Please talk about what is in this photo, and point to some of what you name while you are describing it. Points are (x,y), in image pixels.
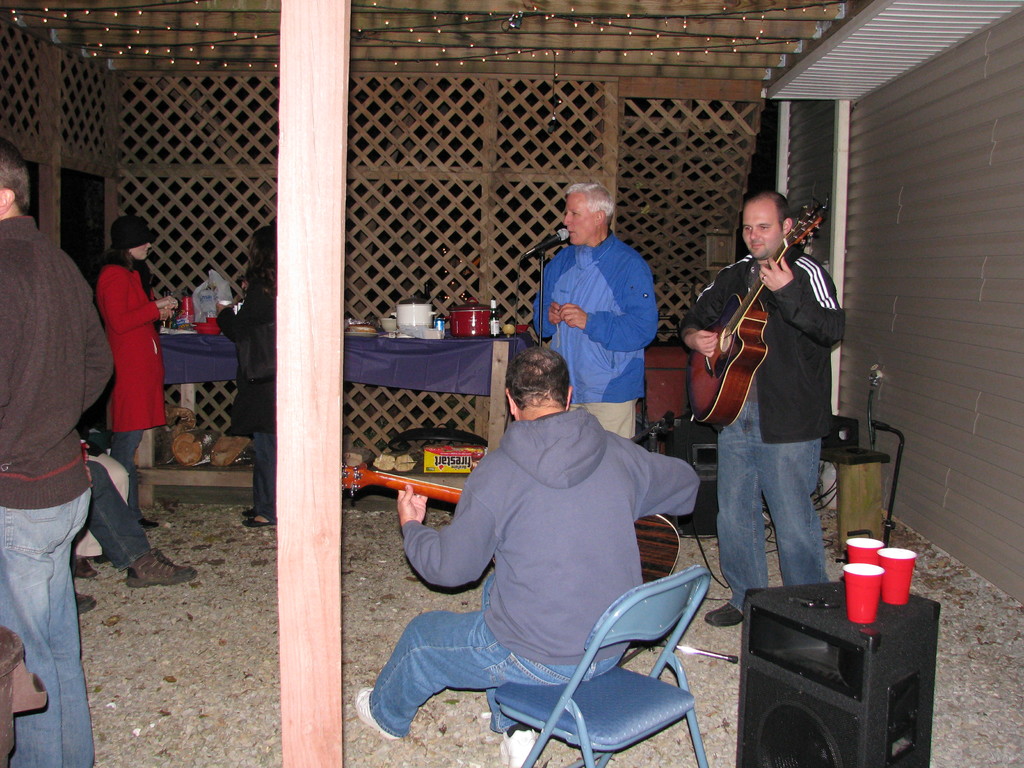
In this picture a guy (575,224) is singing with a mic (549,237) placed in front of him and to beside him there is a guy (773,323) playing a guitar (729,390) and we find a decorated wall (599,131) in the background (522,140) and the roof (739,72) has lights (554,128).
